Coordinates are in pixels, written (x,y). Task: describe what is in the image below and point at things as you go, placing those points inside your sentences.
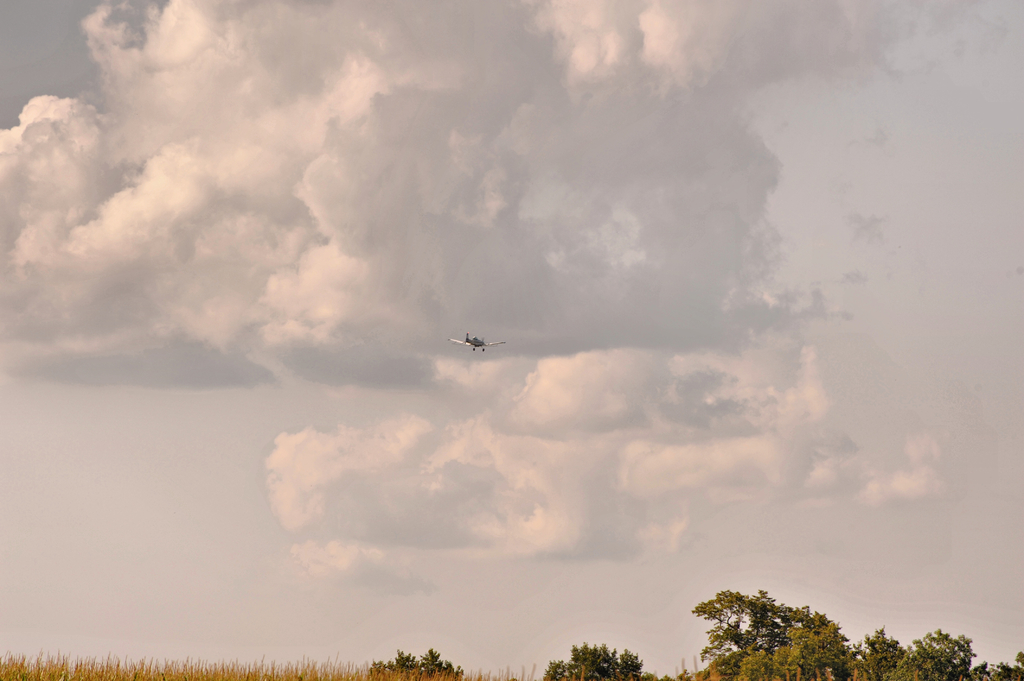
In this picture, we see an airplane (469,335) flying in the sky (457,382). In the background (355,347), we see the sky (554,637) and clouds (451,236). At the bottom of the picture (814,642), we see the grass (40,677) and the trees (589,669).
